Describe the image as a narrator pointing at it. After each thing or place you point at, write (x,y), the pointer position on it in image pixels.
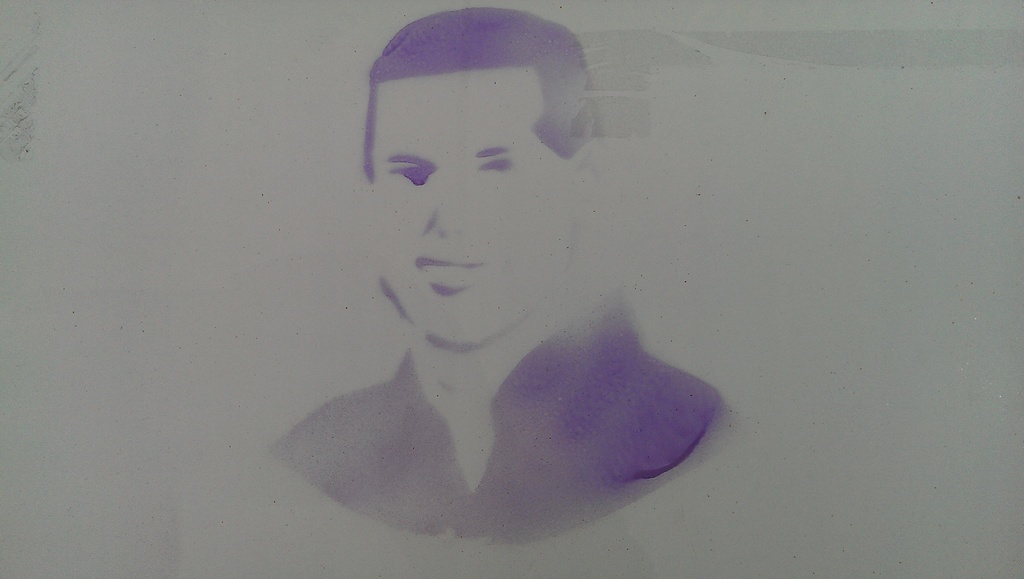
In the middle of this image (421,374), there is a painting (426,416) of a person (500,127) in violet color. And the background (119,567) is white in color.
